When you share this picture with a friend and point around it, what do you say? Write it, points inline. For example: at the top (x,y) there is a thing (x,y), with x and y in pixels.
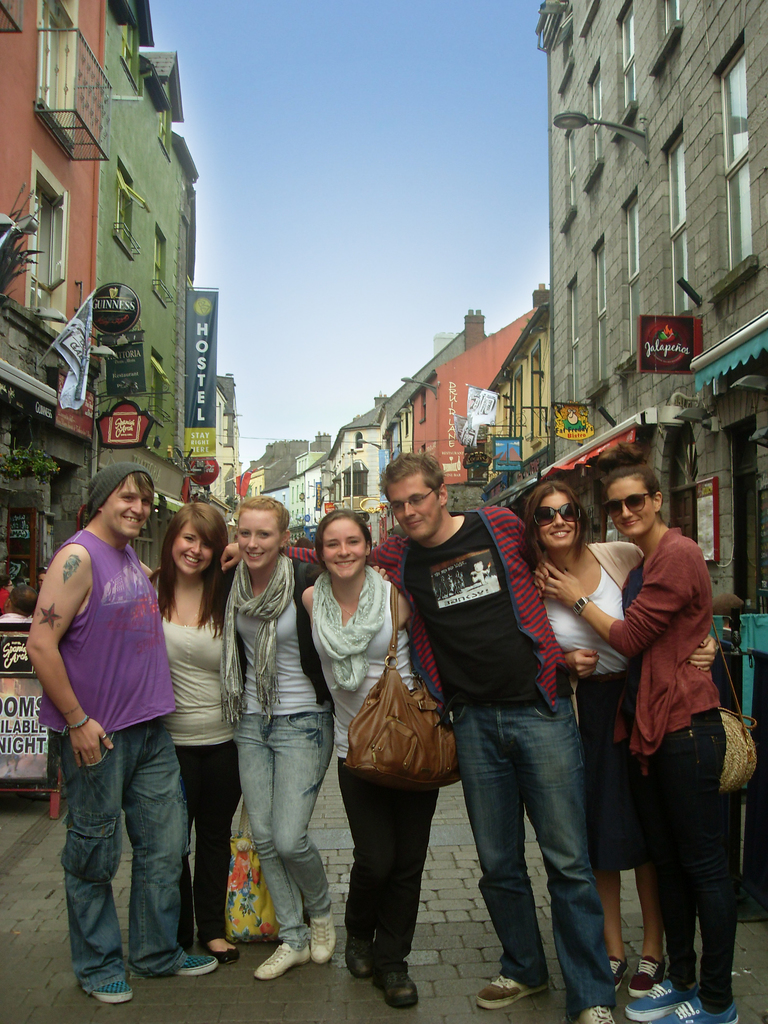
In front of the picture, we see two men (155,657) and five women (201,573) are standing. They are smiling and they might be posing for the photo. At the bottom (298,990), we see the pavement (290,976). On either side of the pavement (225,975), we see the buildings (534,358) and boards (31,406) with some text (29,725) written on it. On the left side (3,775), we see a board (13,629) in grey and black color with some text (16,709) written on it. In the middle (318,485), we see a banner (210,350) in blue color with some text (197,434) written on it. There are buildings (234,416) in the background (404,421) and we even see a street light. At the top (342,155), we see the sky (418,195).
